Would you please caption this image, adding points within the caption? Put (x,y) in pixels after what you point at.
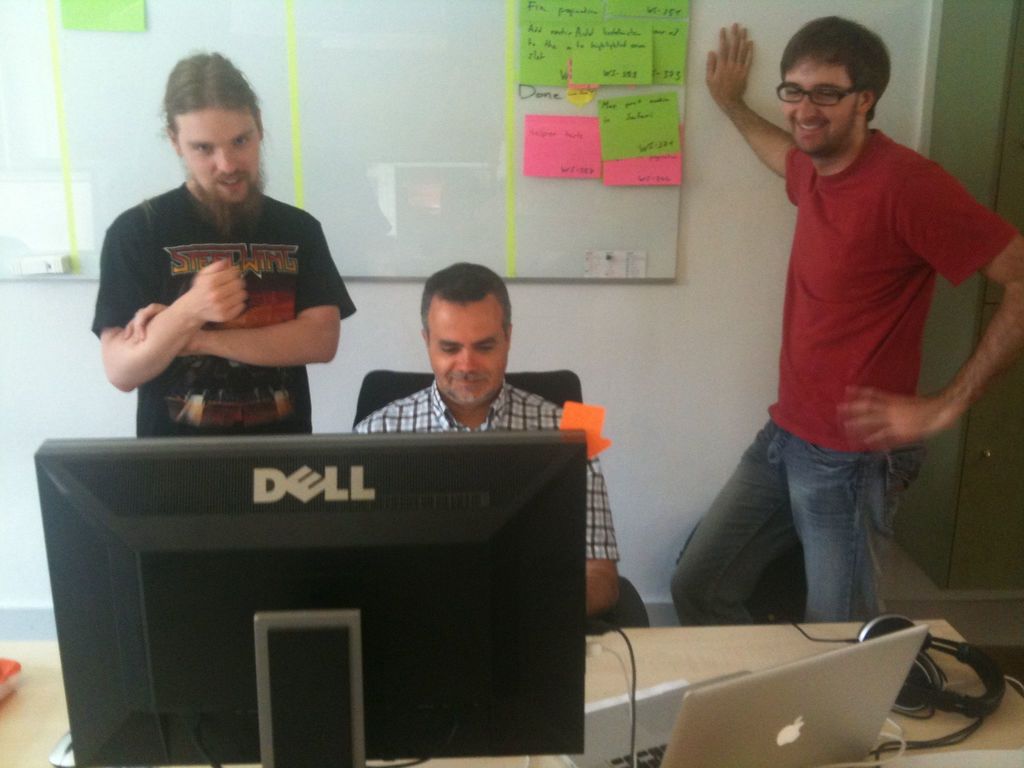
In the image we can see there are two men (275,359) who are standing and another man (485,357) is sitting and in front of him there is a monitor (464,676), laptop (844,681) and headphones (949,701) on the table (772,648).
